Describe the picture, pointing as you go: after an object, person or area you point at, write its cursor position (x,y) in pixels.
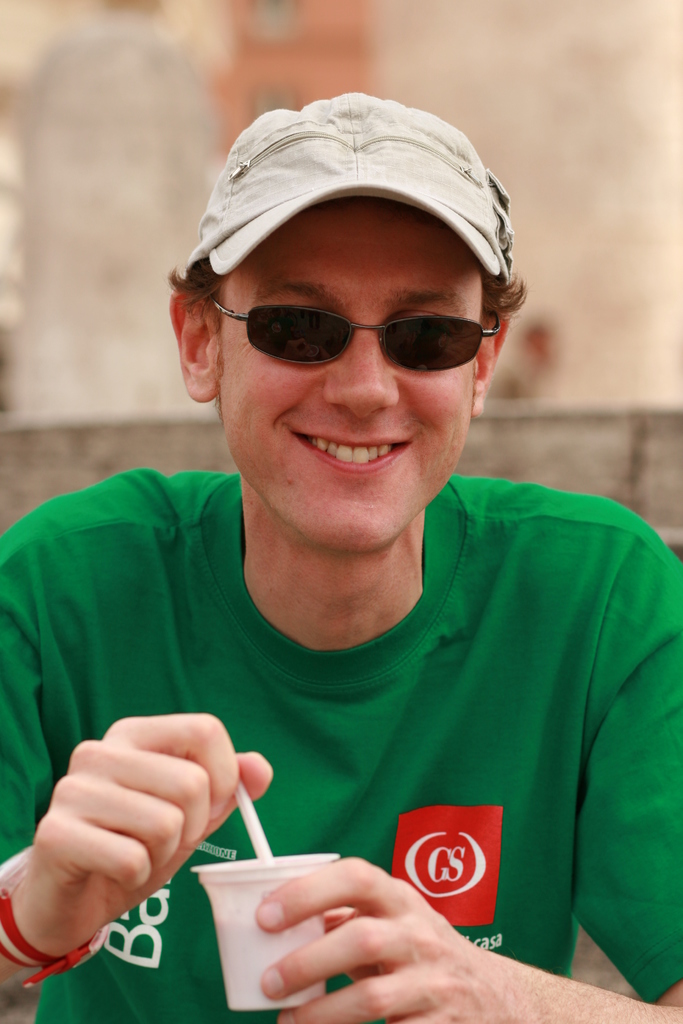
In this image, we can see a person (368,568) wearing goggles (296,334) and cap (403,145). He is holding a cup (261,947) and object (242,796). Here we can see man (351,452) is smiling. Background (42,478) we can see the blur view. On his goggles (315,348), we can see few reflections (322,348).
